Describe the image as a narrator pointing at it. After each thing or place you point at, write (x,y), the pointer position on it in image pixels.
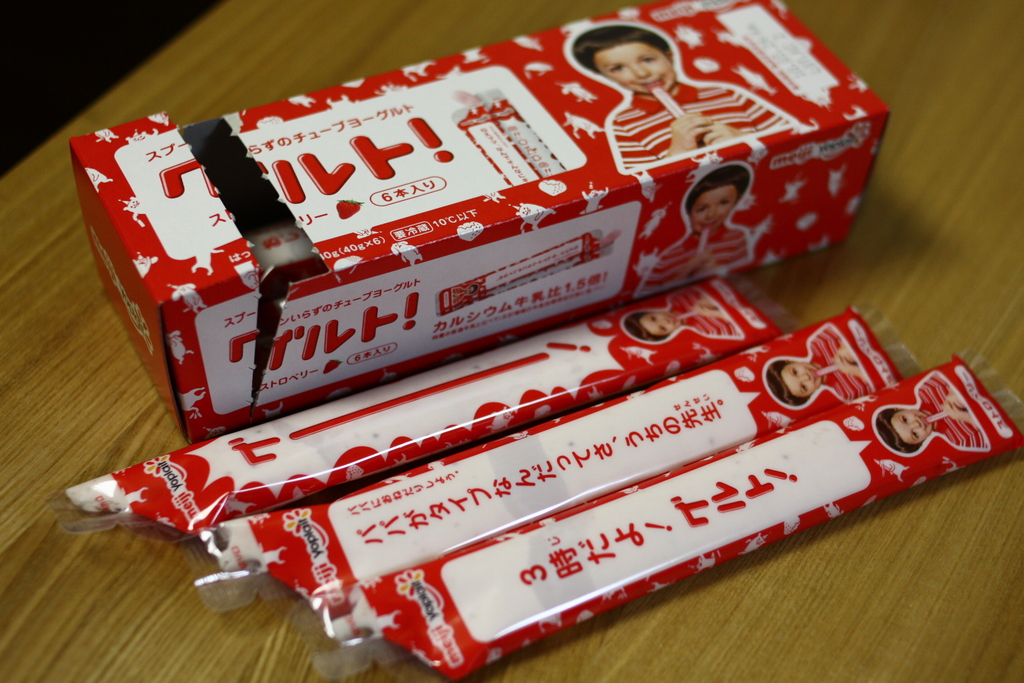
In the center of the image (504,354) there are tube yogurts (764,410). There is a yogurt box (601,283) on the table (618,634).
